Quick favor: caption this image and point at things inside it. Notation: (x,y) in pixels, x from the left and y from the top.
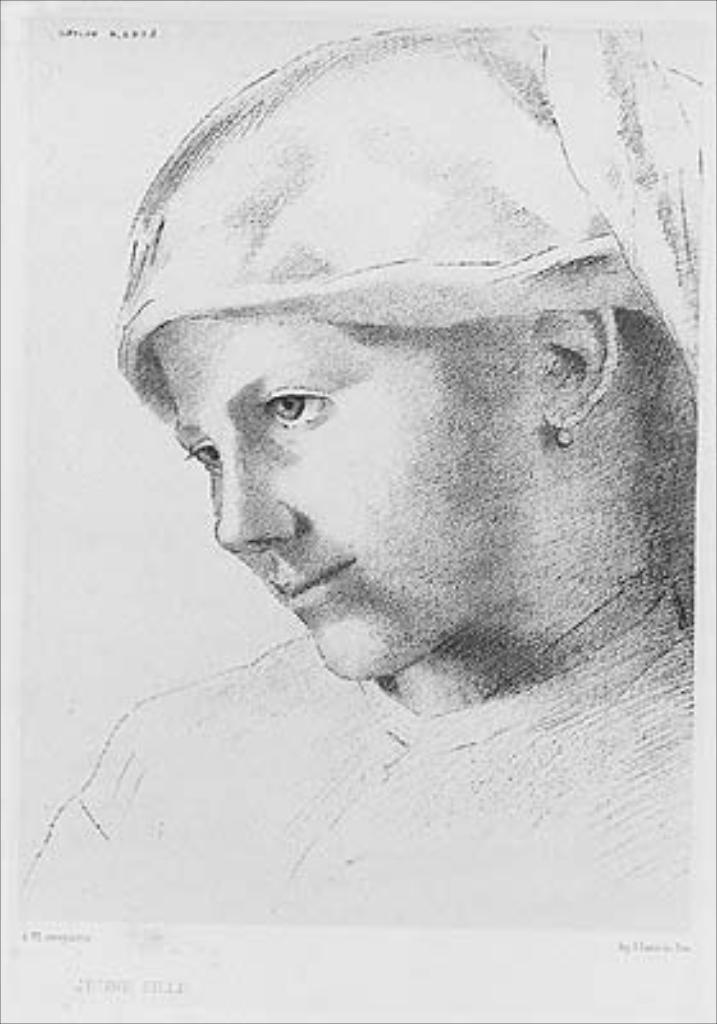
This image consists of a sketch (149,490) of a woman (579,649). She is wearing a headgear (304,180). The image looks like black and white.
